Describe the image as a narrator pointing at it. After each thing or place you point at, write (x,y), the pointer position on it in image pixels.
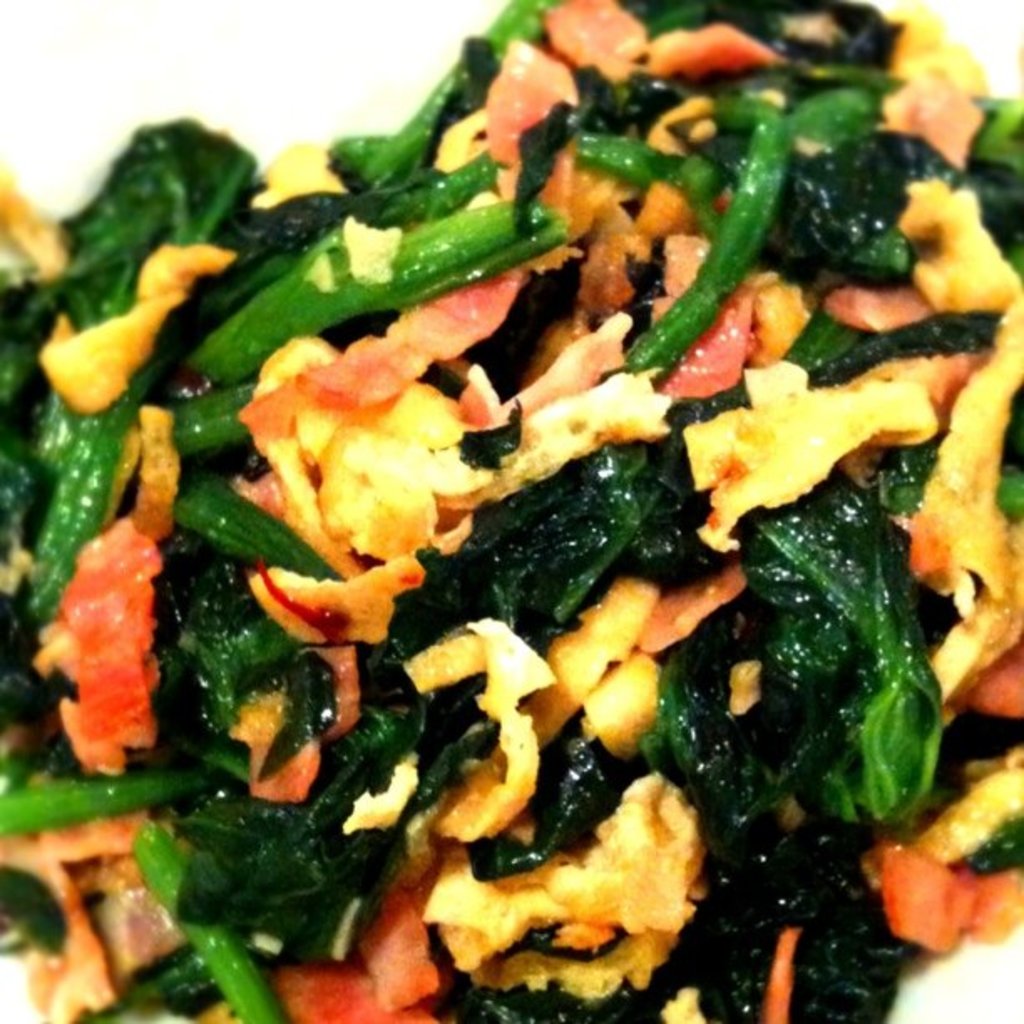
There are vegetables pieces (863,539) and other food items (963,229) which are fried. And the background (127,83) is white in color.
